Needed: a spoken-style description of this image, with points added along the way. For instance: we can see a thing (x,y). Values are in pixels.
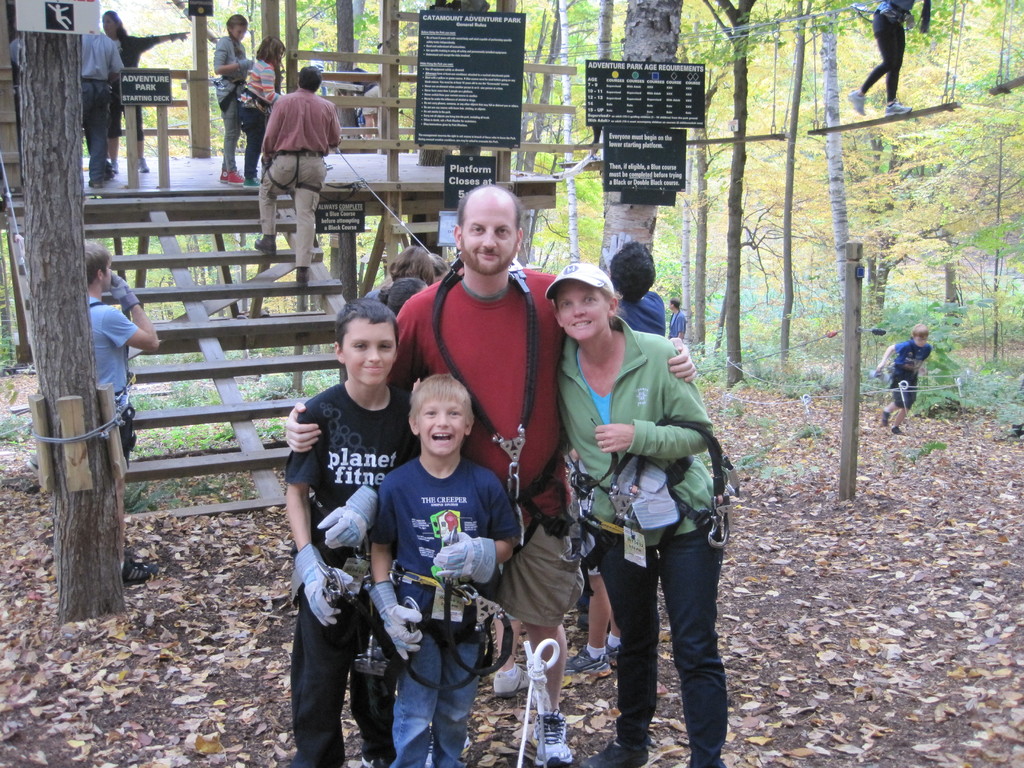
In the center of the image (562,450) we can see four people (544,463) are standing and they are smiling and they are in different costumes (563,469). And we can see they are wearing some objects (669,468). Among them, we can see one person (616,387) is wearing a cap (584,276). In the background (487,96), we can see trees (624,57), sign boards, plants (947,317), dry leaves (998,499), fences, few people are standing, few people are holding some objects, staircase (328,257) and a few other objects (752,140). At the top right side of the image (897,74), we can see one person (897,68) is walking on the wooden object (841,128), which is attached to the rope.
